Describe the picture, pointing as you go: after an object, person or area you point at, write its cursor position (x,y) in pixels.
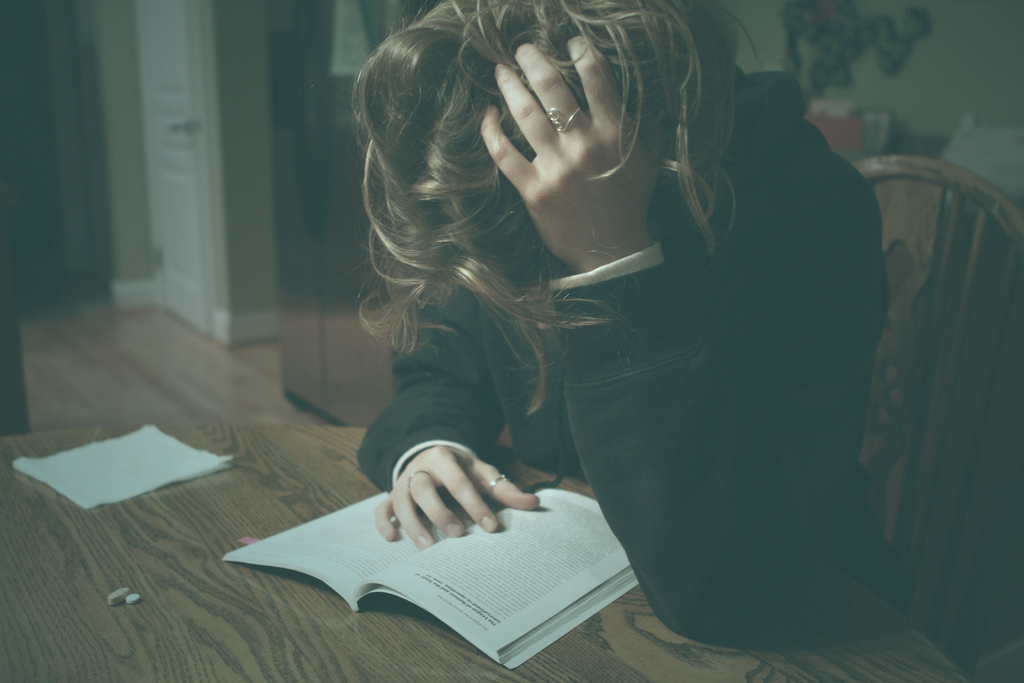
In this image we can see a lady (699,334) sitting. At the bottom (748,681) there is a table (146,588) and we can see a book (317,564), pills (126,603) and a paper (136,475) placed on the table (188,485). In the background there is a wall (233,178) and we can see a door (188,67).
